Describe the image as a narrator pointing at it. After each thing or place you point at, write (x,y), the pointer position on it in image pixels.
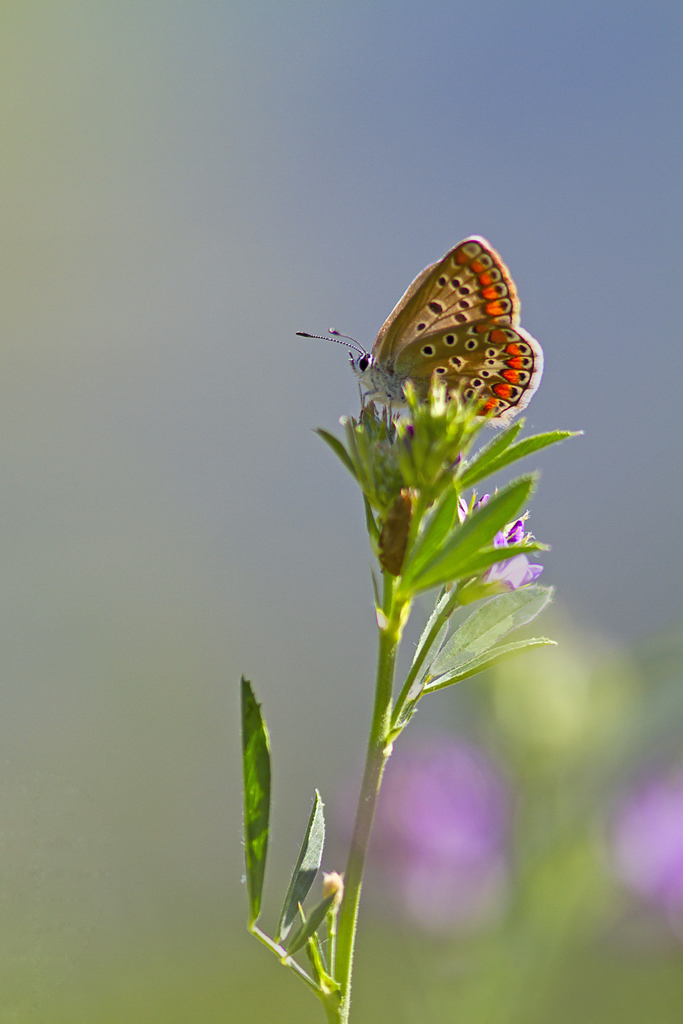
In this picture I can see a plant (423,534) in front (439,405), on which there is a butterfly (398,316) which is of brown and red color and I see the flower (494,576) which is of violet color. It is blurred in the background (644,765).
